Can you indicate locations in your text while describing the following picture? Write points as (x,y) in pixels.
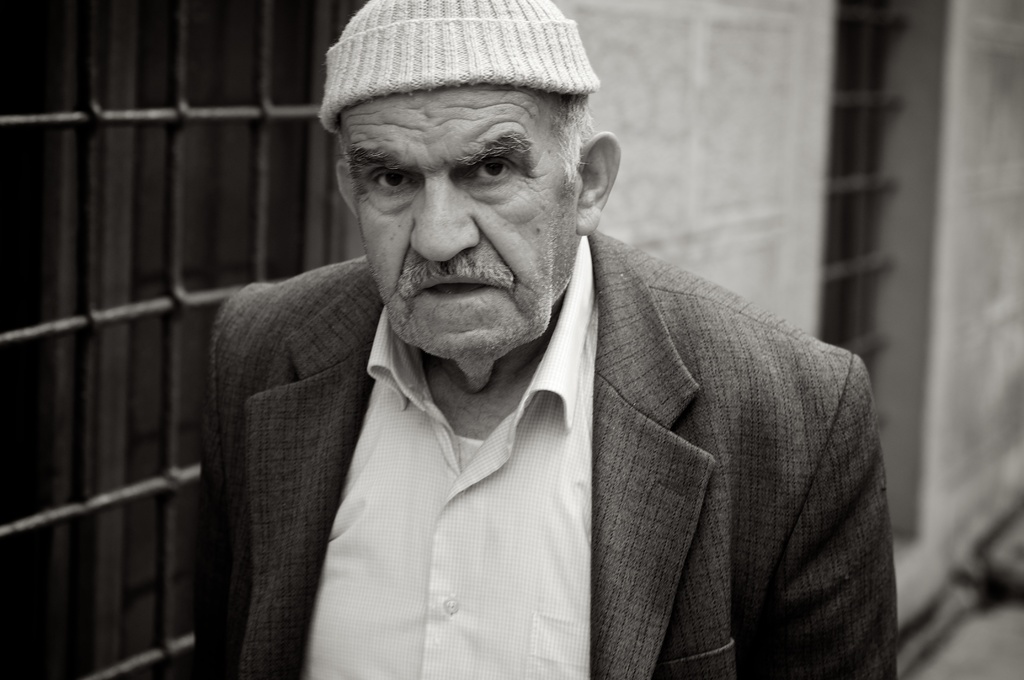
In this image I can see the person (519,232) wearing the dress (297,406) and cap (340,65). In the background (869,151) I can see the windows (869,151) to the building (682,32).
